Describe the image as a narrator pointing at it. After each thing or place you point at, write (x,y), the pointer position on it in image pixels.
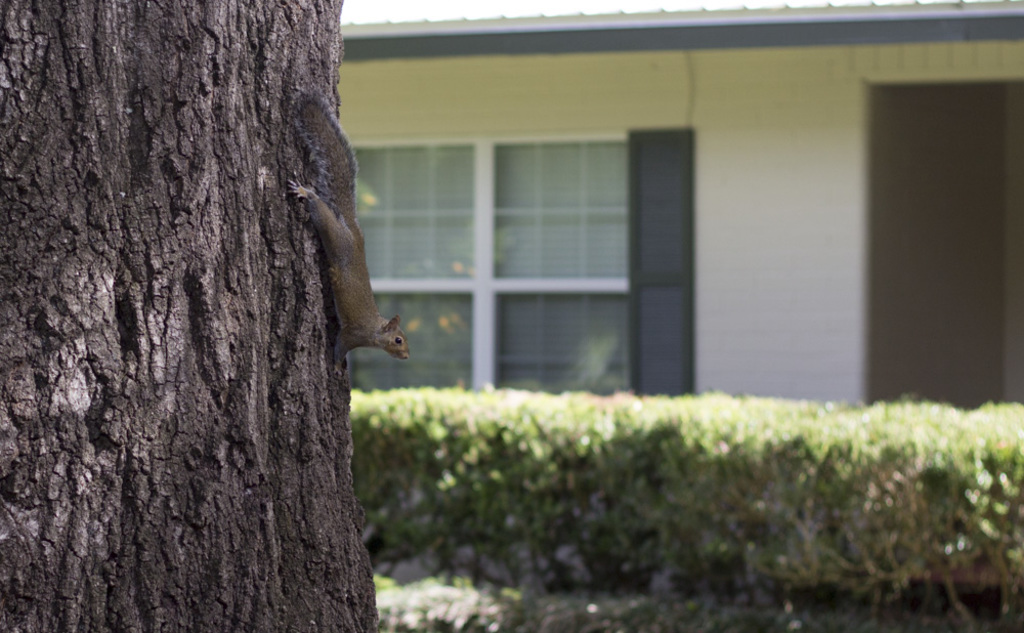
In this picture we can see a squirrel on a tree trunk (253,354) and in the background (766,252) we can see plants (767,573), wall (788,267) and some objects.
